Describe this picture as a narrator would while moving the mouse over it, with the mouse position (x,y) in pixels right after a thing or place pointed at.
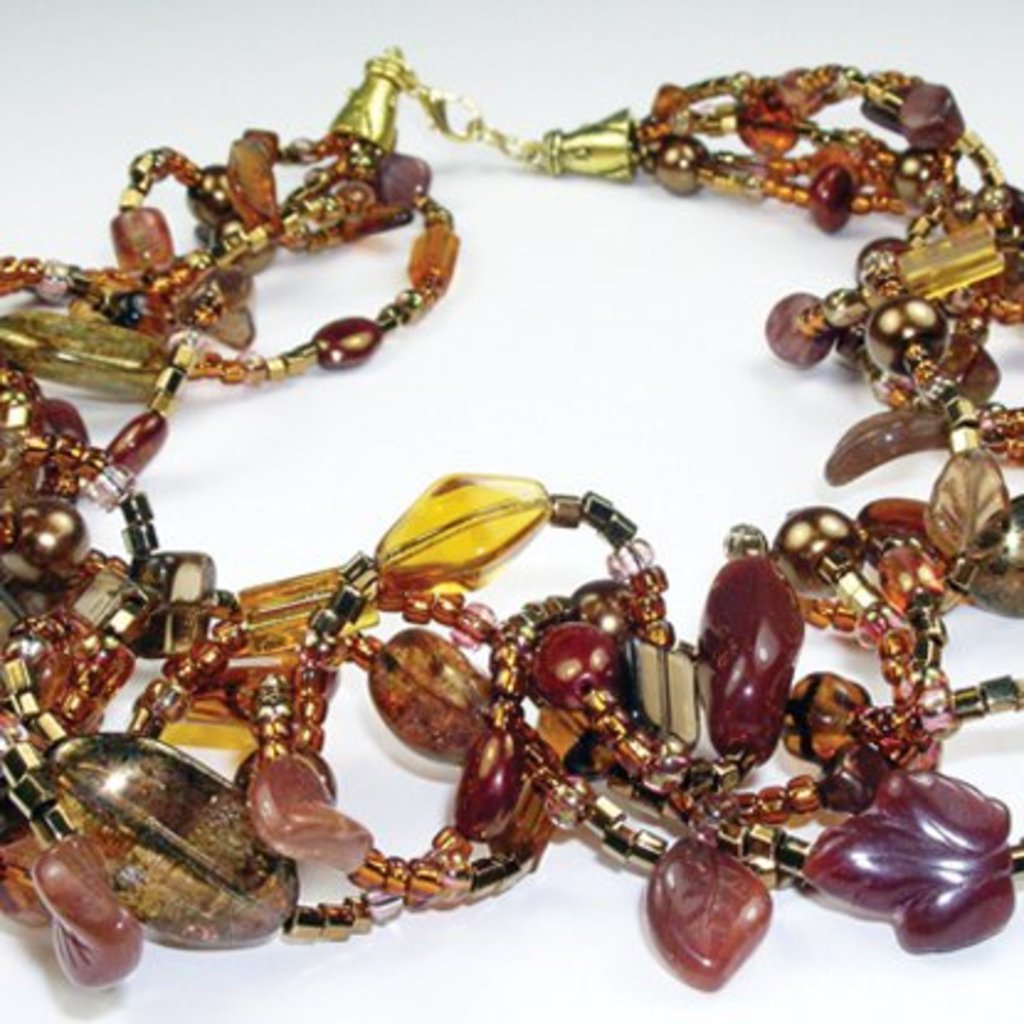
In this picture I can see a bracelet (717,841) made up of beads (966,808), on an object (690,442).
